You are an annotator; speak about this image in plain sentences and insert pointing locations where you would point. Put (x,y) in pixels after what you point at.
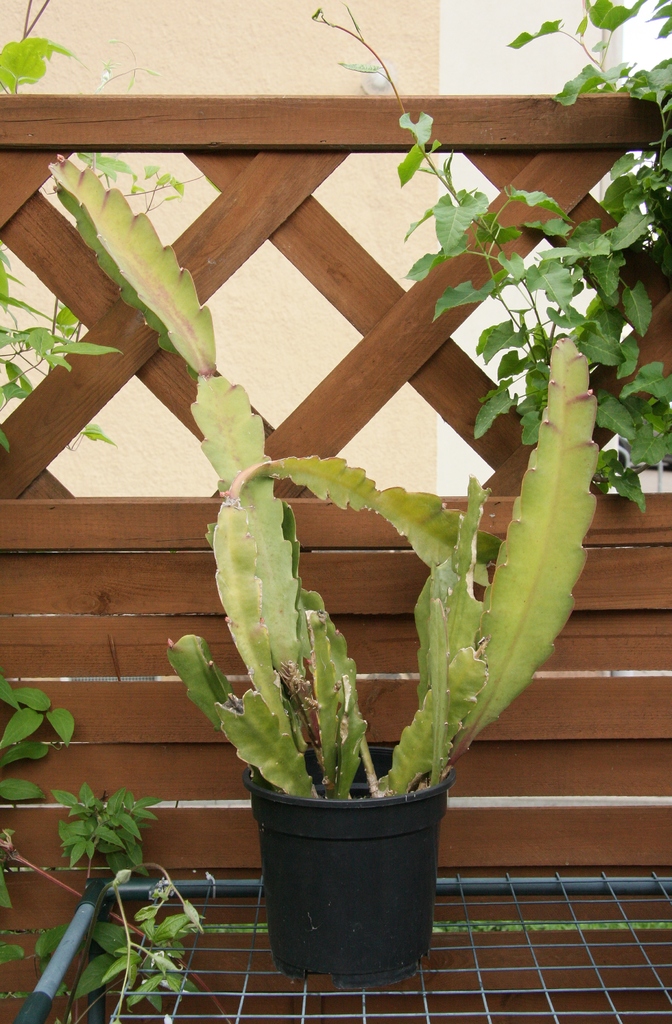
In the picture I can see the plant pot (446,788) on the metal grill (573,911) which is at the bottom of the picture (656,966). I can see the wooden fence (94,716) and green leaves (456,231). In the background (252,331), I can see the wall (302,309).
